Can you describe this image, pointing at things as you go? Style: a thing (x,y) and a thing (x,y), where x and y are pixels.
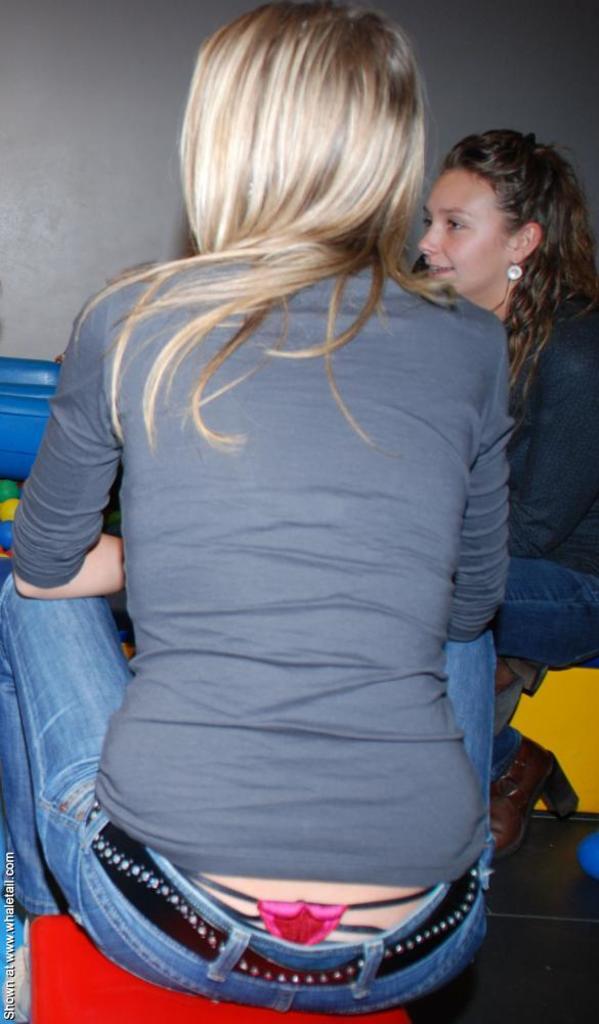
Here we can see two women (322,403) sitting on a platform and this is floor (520,921). In the background (127,166) we can see wall (21,312) and some other objects (36,382).
